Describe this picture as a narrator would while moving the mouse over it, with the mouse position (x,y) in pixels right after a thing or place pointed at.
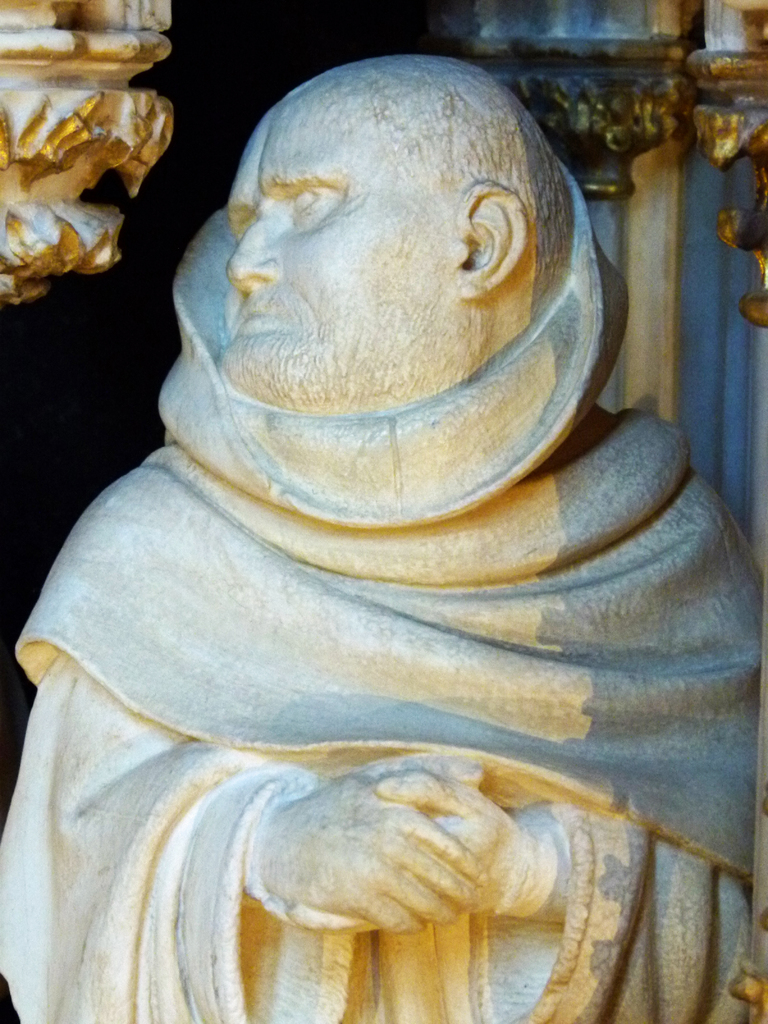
In this image we can see a statue (318,458) of a man (350,433) who is wrapped by a cloth (332,718) and in the background of the image (720,49) we can see some pillars (737,80) which are in golden color.
